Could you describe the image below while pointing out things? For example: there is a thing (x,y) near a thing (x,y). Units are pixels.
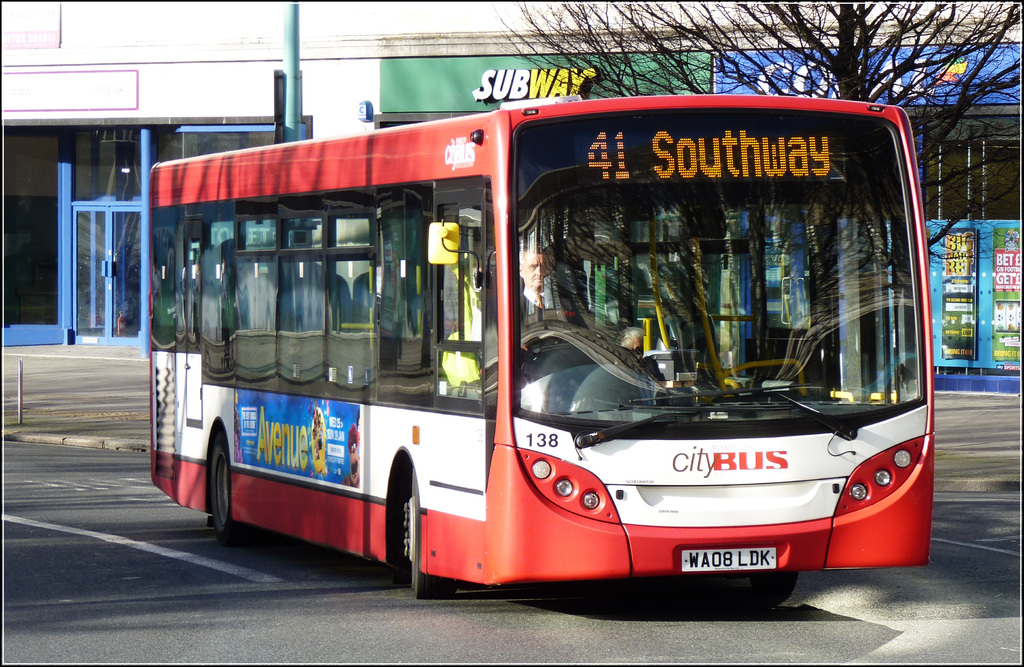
In the center of the image (493,393), we can see a bus (426,420) on the road (282,541) and in the background (535,76), there are stores (489,70) and we can see a tree (849,77) and some boards (975,314) and poles (147,229).
